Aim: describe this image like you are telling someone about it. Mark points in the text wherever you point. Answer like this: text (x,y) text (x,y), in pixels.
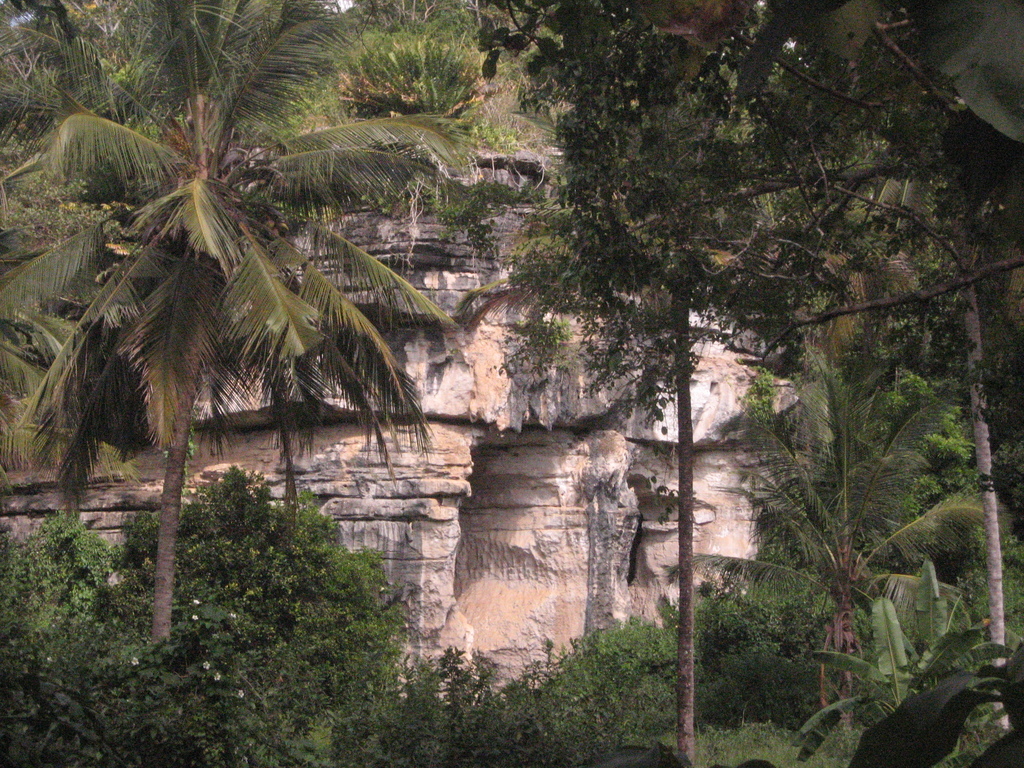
In this image we can see the Amboni caves (559,465), some plants (49,684) with flowers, some trees (971,241), bushes (66,695), plants (840,666) and grass (746,747) on the surface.
